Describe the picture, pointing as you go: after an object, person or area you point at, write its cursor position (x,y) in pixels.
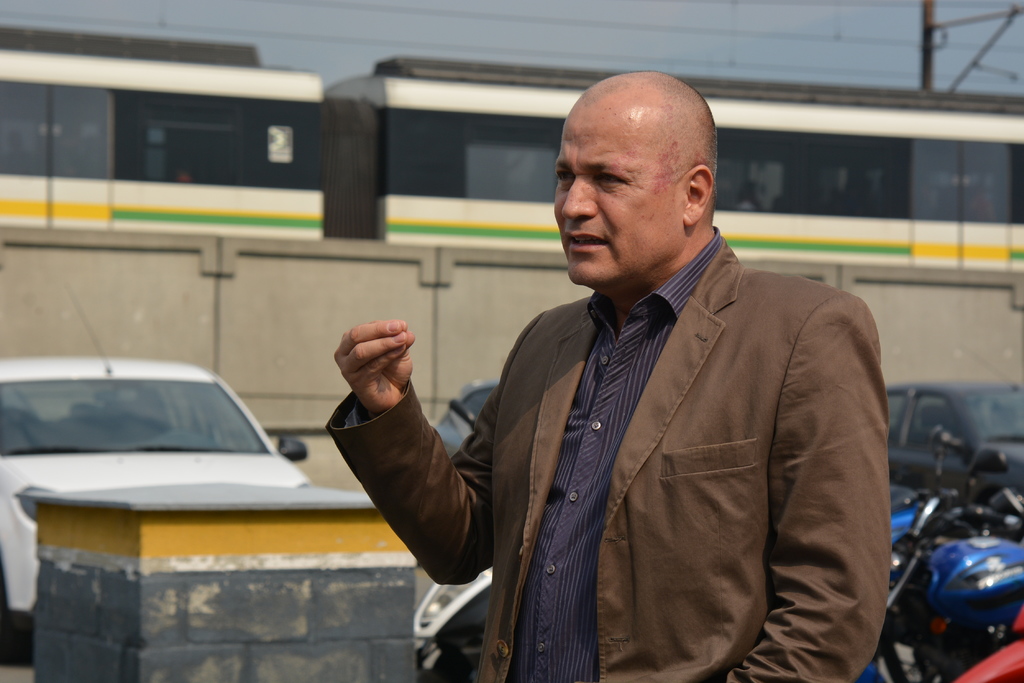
There is a man (512,428). In the back (966,479) there are many vehicles (470,423). Also there is a stand (153,519) with brick wall (215,579). In the background (235,296) there is a wall (465,303). And there is a train (467,103). Also there is sky (781,29) and there is an electric pole (932,47) with wires (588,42).
